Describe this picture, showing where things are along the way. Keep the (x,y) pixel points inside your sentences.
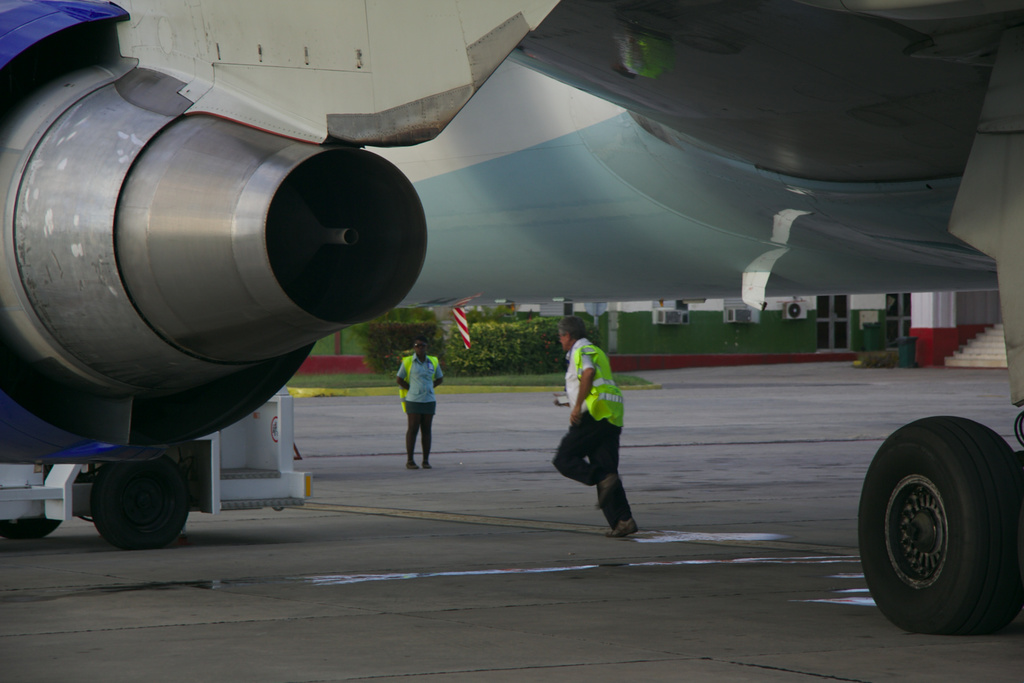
There is an aircraft (889,172) on the road (423,539). Under this aircraft (994,465), there are persons (434,413) on the road (541,519). In the background (538,334), there are plants (492,367) and grass (508,379) on the ground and there is a building (722,331).
